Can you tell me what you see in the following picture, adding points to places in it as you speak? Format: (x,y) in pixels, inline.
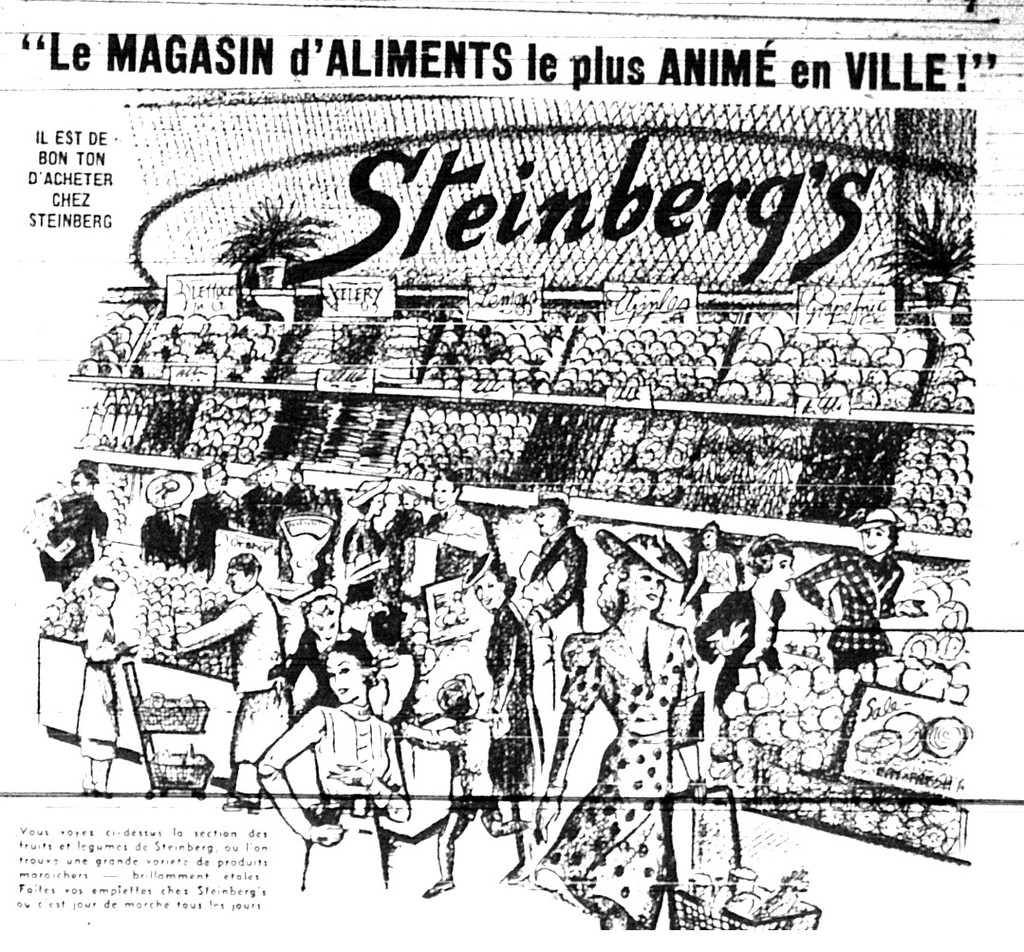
It is a poster. In this image there are depictions of people (470,512). Behind them there are some objects (550,358), boards (215,298), flower pots (268,284) on the racks (563,419). There is some text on the image.
